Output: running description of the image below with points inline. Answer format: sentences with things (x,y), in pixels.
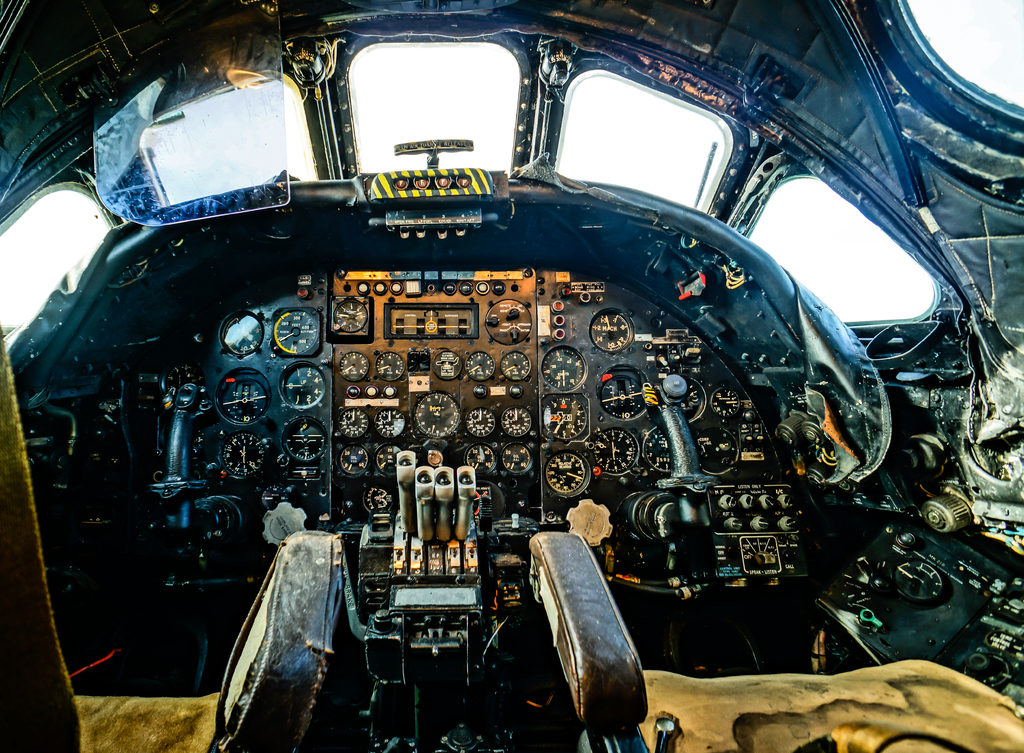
In this image we can see an inner view of an aircraft cockpit (412,513).
